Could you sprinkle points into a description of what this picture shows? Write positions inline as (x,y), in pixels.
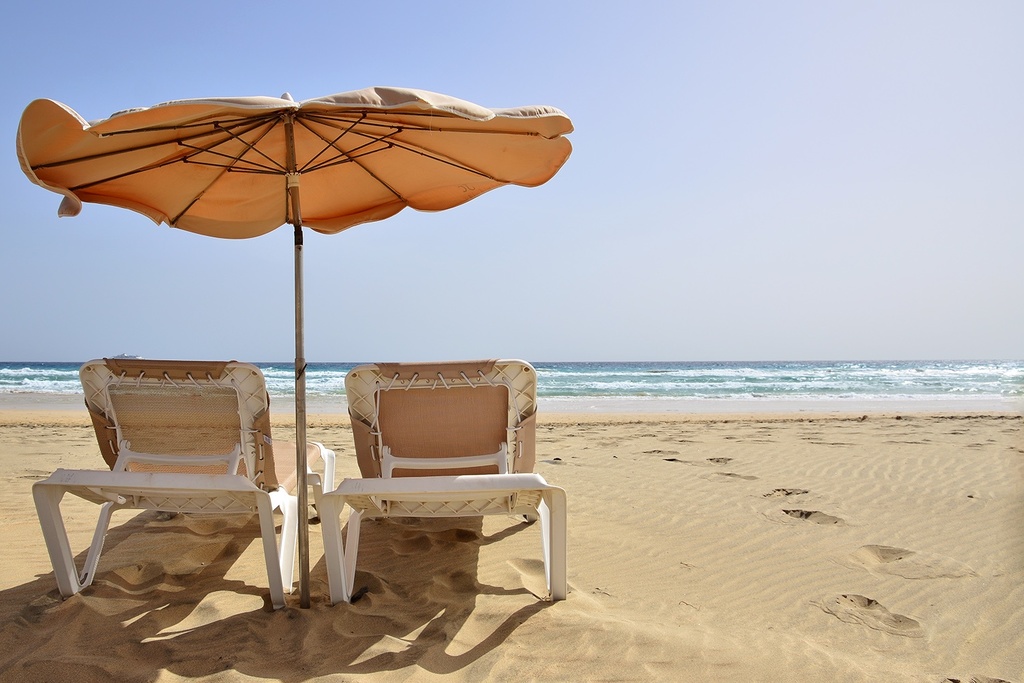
In this image two chairs (177,461) and an umbrella (300,544) are on the land (647,598). Middle of the image (640,377) there is water (542,368) having some tides (704,374). Top of the image (801,135) there is sky (739,161).
